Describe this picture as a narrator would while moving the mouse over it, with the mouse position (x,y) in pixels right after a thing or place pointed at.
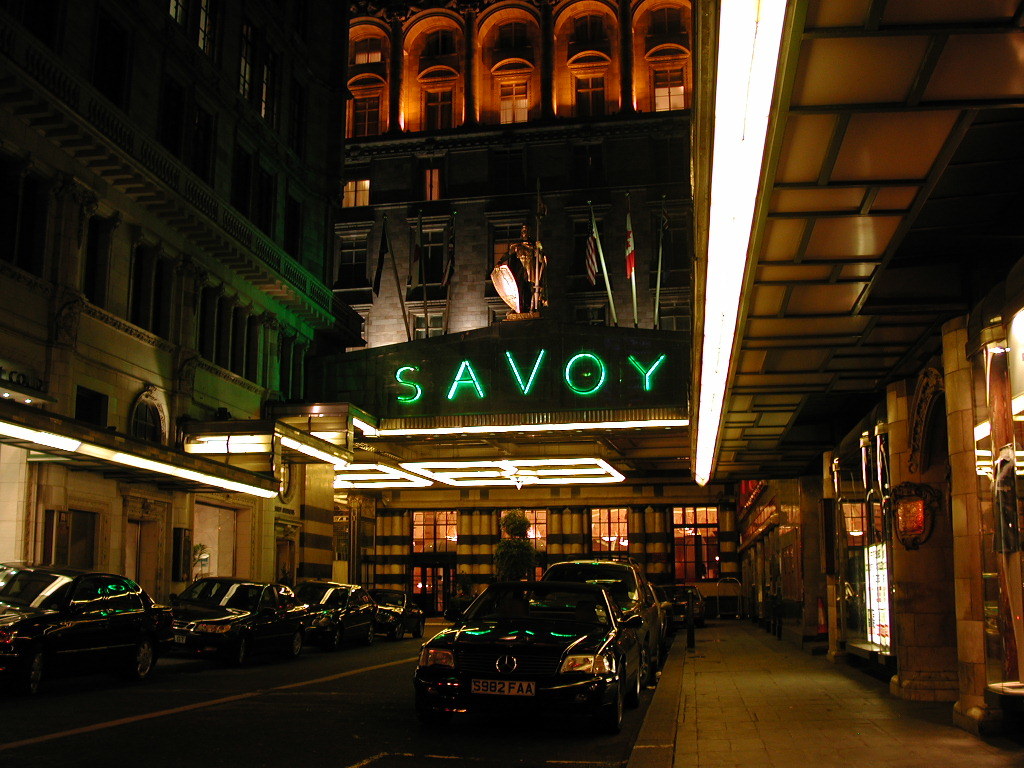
In this picture we can see few cars (253,628) on the road (349,673), and also we can find few buildings (644,289) and lights (505,479), in the background (635,317) we can see flags (595,285) on the building (596,333).
